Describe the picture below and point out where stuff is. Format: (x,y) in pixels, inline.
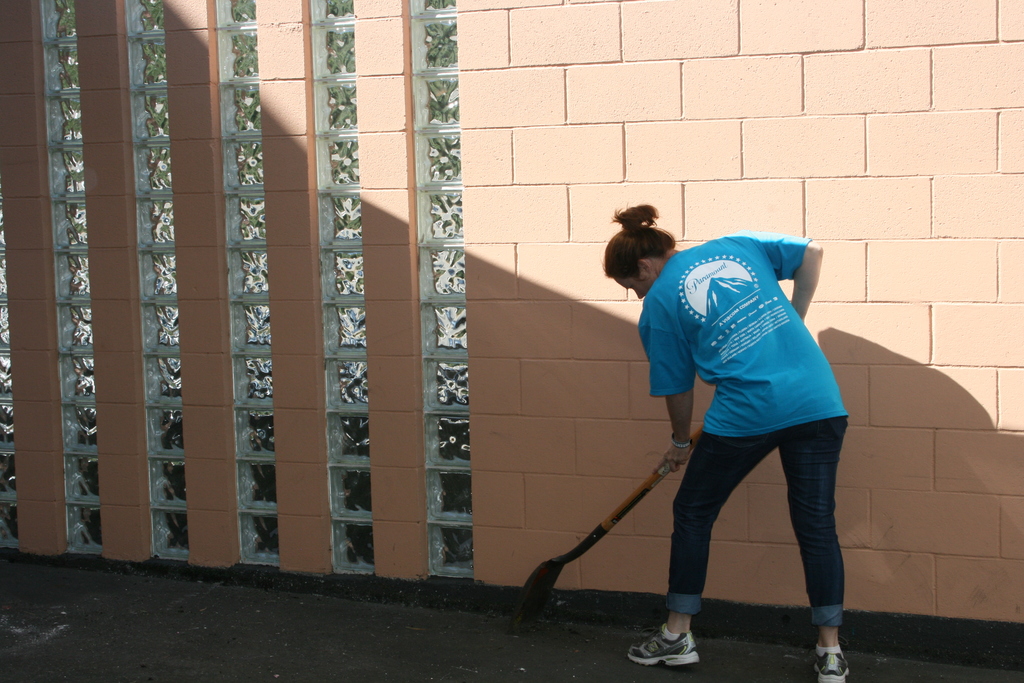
In this image I can see a person (723,398) holding something and wearing blue top (731,363) and jeans (689,549). I can see a peach wall (604,133).
